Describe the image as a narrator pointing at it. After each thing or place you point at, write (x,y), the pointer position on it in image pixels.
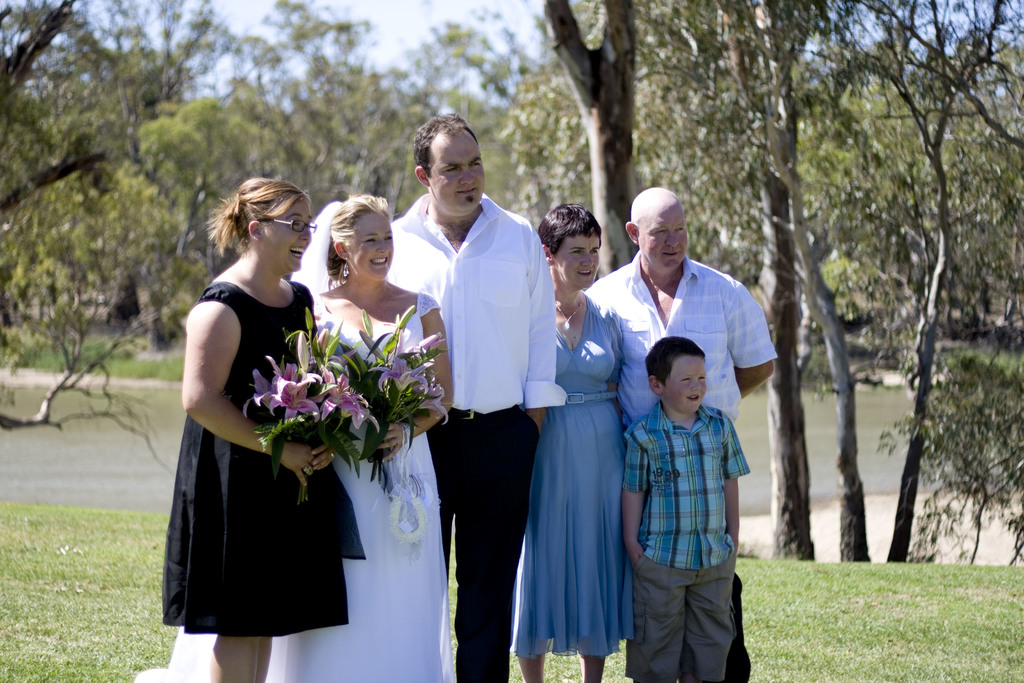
This is an outside view. Here I can see few people (578,309) are standing and smiling by looking at the right side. In the background (114,463) there is a lake (84,468). I can see the grass (57,593) on the ground (57,547). In the background (605,111) there are many trees (687,136).
